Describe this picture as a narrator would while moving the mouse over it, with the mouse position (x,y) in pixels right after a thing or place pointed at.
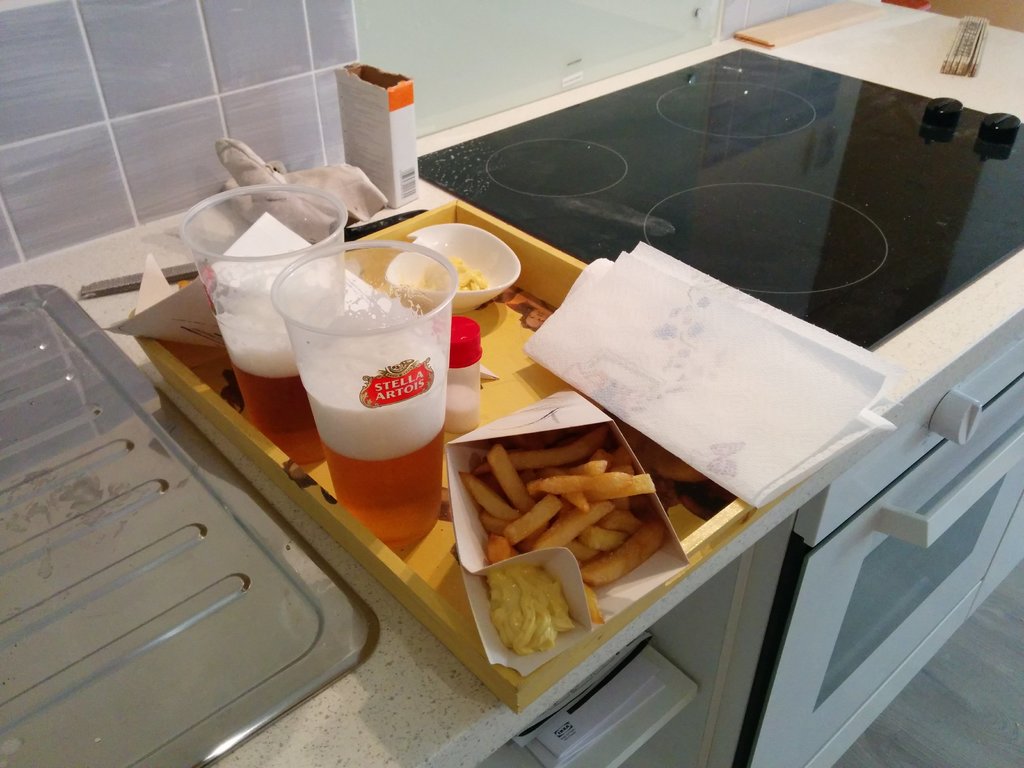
In the foreground of this picture (481,215), there is a tray (493,420) with cheese (544,597) and french fries (552,507), tissue paper (661,371), a container (473,368) with salt (460,412), a bowl (491,264), two glasses (442,291) on it. In the background (706,134), there is a stove (781,168), a cardboard box (398,141), steel surface (104,520), wall (180,77), and the oven (879,561).
